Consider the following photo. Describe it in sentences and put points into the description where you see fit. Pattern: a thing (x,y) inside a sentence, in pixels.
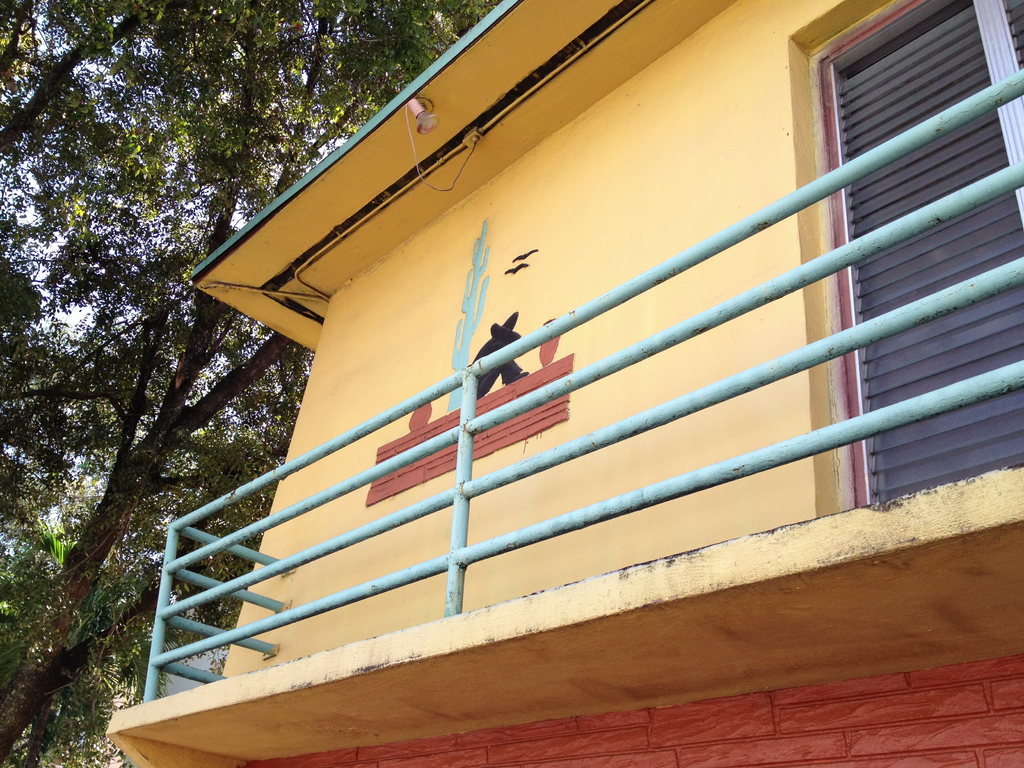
In this image there is a house (505,10), there are trees (84,282), and in the background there is sky (70,182).
